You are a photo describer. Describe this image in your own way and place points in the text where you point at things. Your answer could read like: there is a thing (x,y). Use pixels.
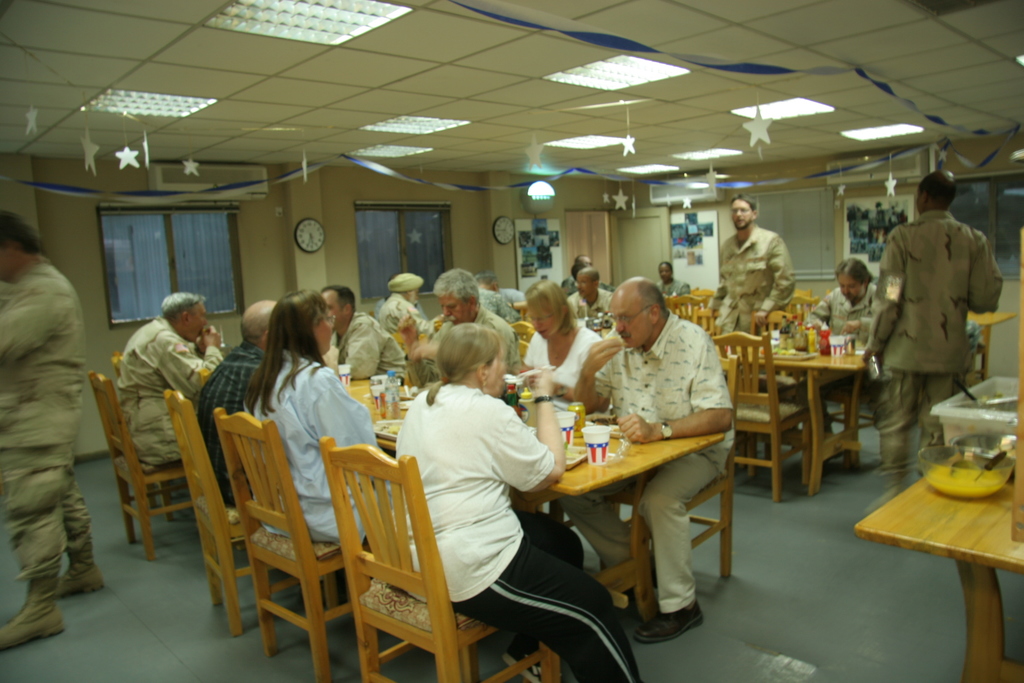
In the image we can see there are people (483,347) who are sitting on chair (397,335) and on table (639,479) there are glass (585,429) and in plate (562,448) there are food items (572,451) and few people (763,292) are standing here.
